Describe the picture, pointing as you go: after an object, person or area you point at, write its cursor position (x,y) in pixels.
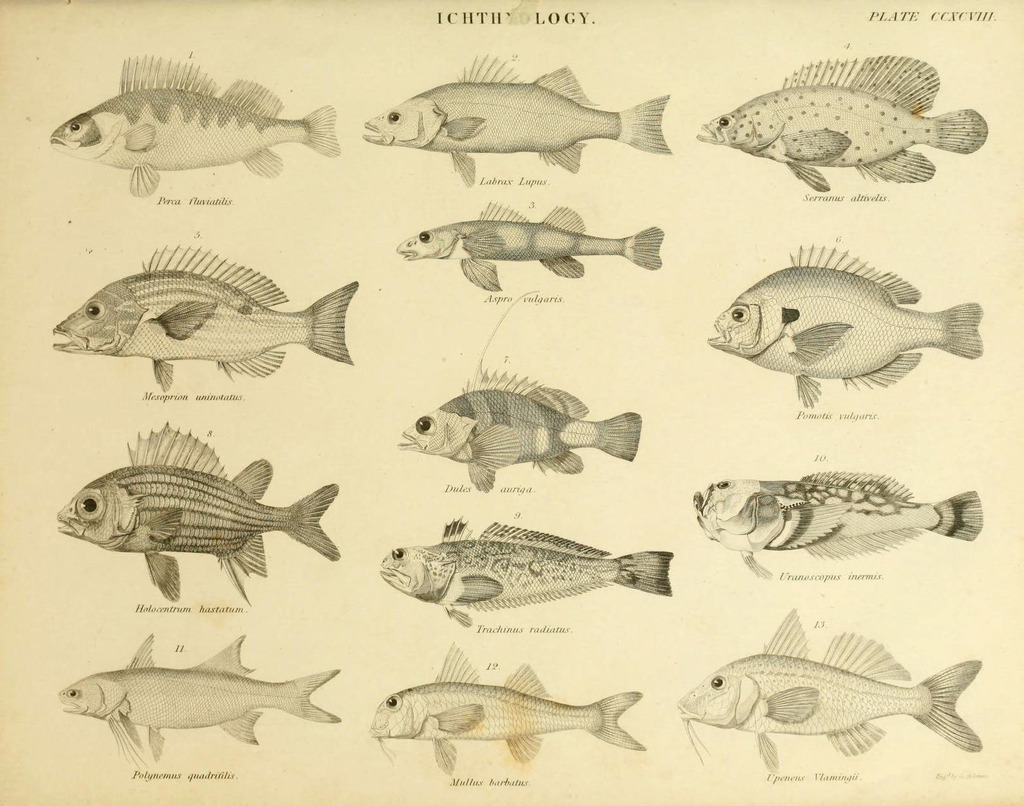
In this image, we can see a photo (986,792), in that photo (124,27) we can see some fishes (76,714).
